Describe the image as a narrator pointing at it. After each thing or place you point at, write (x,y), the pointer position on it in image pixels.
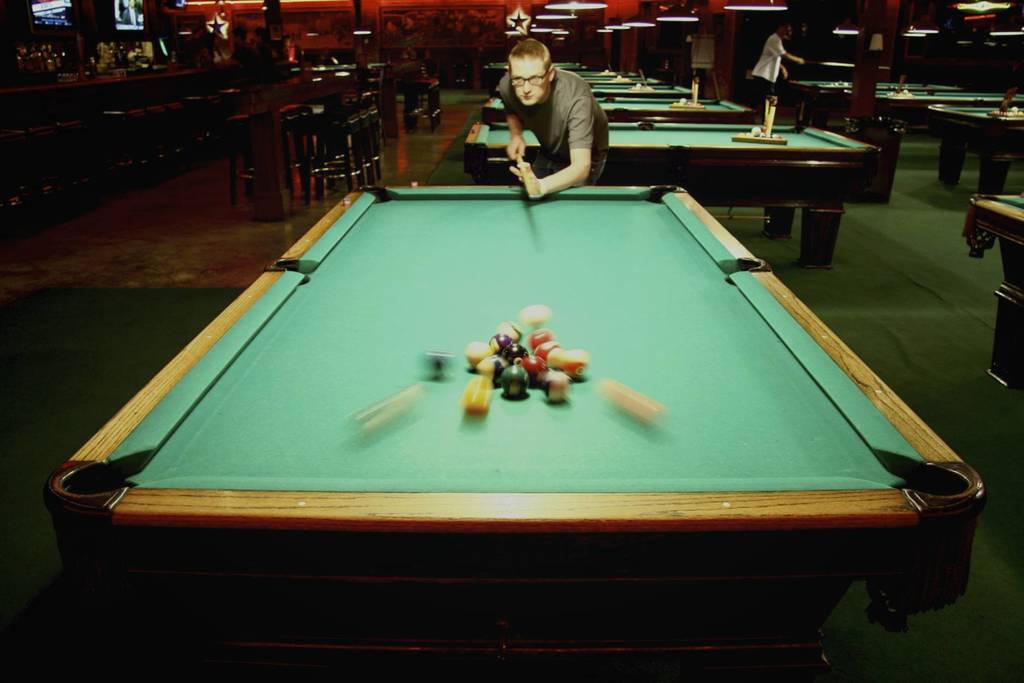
In the image we can see there is a person (538,191) who is standing in front of billiard board (472,365) and there are balls (510,365) on the board (492,416) and there at the back (688,87) there are lot of billiard boards (735,118) and there is another person (761,85) is standing.
